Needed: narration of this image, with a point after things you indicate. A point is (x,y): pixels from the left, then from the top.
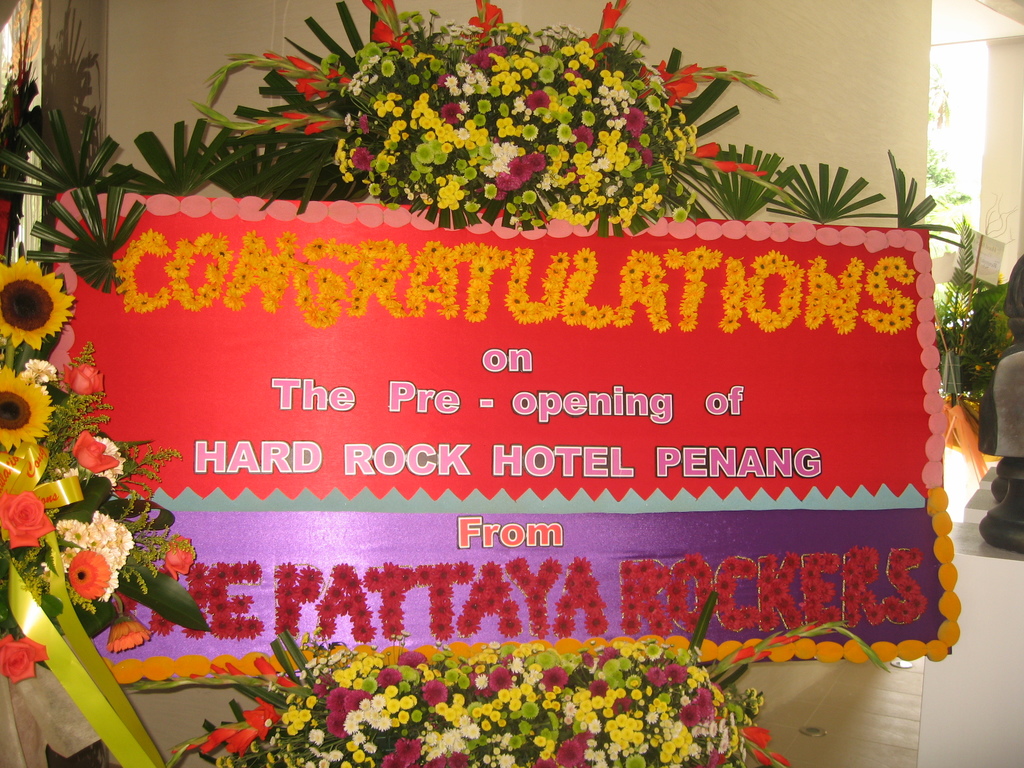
In this picture I can observe board (462,304) in the middle of the picture (553,372). I can observe some text (496,369) in the board (453,483). I can observe bouquets (16,369) around the board (700,339). In the background (158,85) I can observe wall (849,67).
